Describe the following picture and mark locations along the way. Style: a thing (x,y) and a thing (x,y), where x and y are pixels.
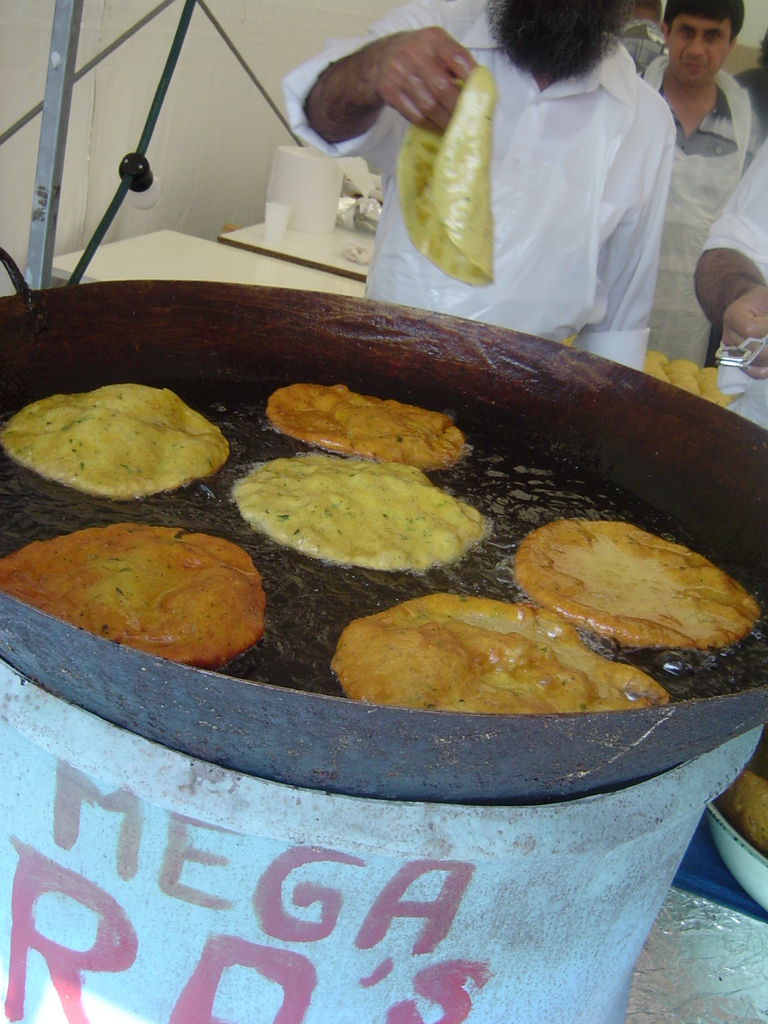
In this image there is some man (530,192) cooking food item (449,632). In the background (246,268) there are tables (331,263) and on the table (298,236) there is a cup (286,216), tissue papers (296,211). There are also some persons (724,164) visible in the background (703,220).
